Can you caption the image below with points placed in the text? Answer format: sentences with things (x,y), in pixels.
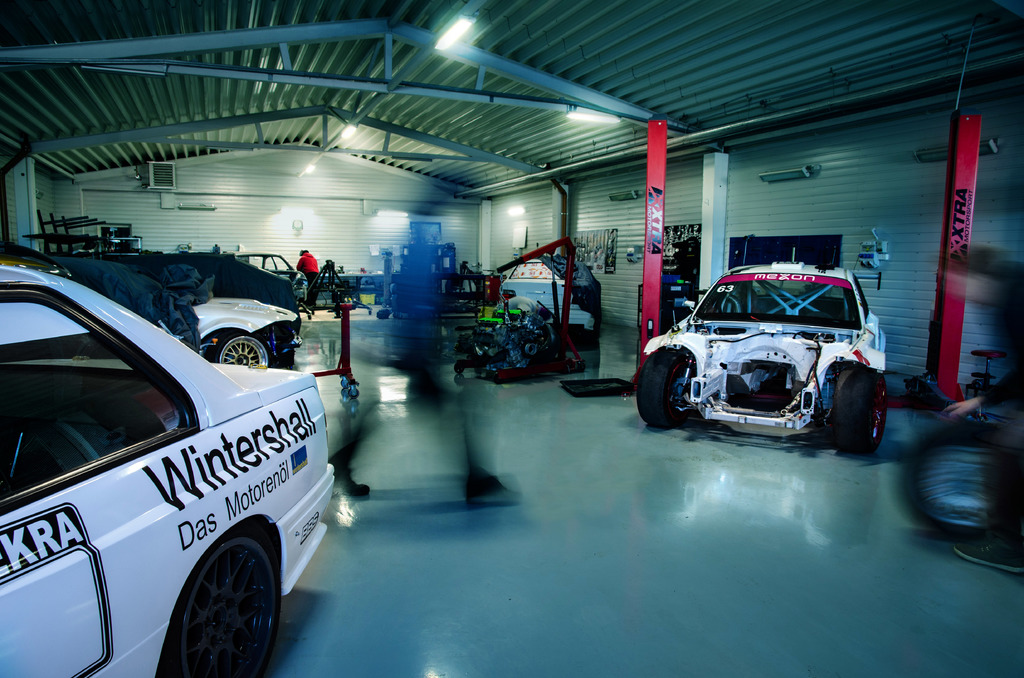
Inside this shed (883,292) there are vehicles (264,323) and people (1007,298). These people (1020,309) are in motion. Here we can see lights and things (524,359).
